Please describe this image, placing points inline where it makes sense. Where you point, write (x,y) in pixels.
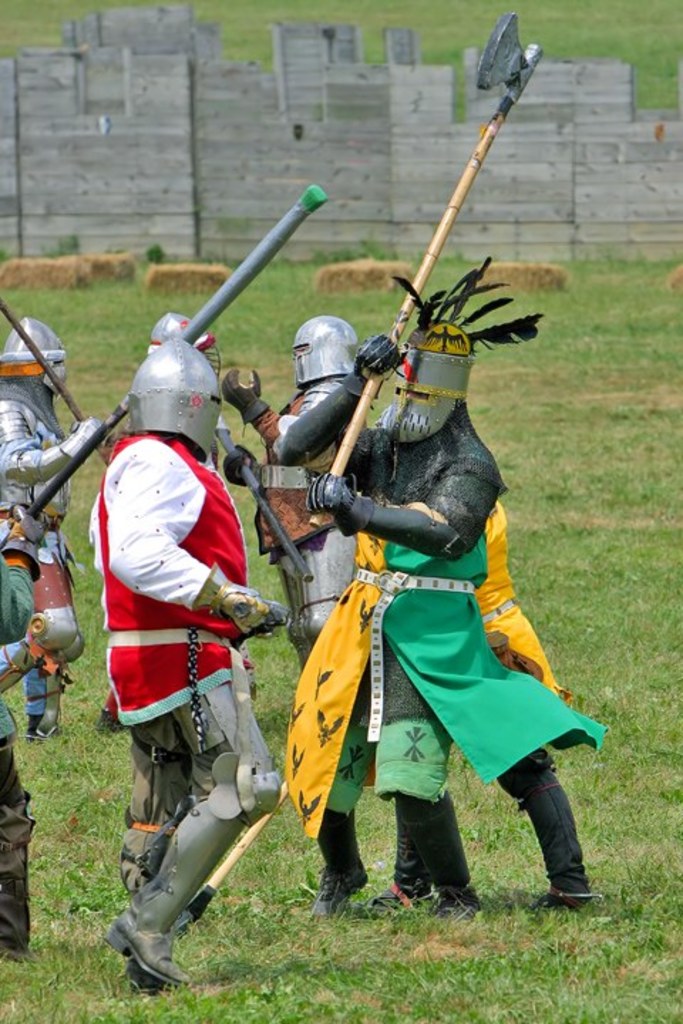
In this image we can see a few people (395,501) wearing face masks (420,400) and holding weapons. And in the background (340,163), we can see the wall (228,129). And we can see the grass (292,918) at the bottom (417,914).
